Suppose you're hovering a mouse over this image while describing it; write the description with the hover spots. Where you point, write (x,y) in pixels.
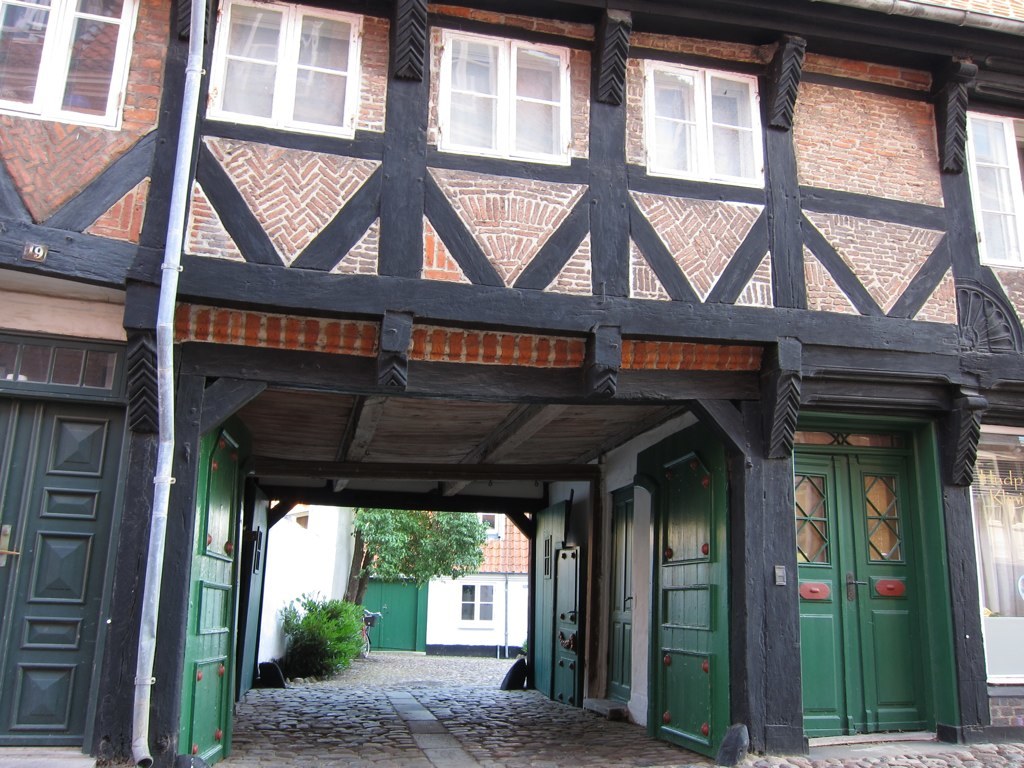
In this picture we can see a building (119,225) with windows (685,132), doors (844,641) and a pipe (164,370). Behind the building (245,658) there are plants (325,629), trees (394,529), bicycle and it looks like a house (435,587).
